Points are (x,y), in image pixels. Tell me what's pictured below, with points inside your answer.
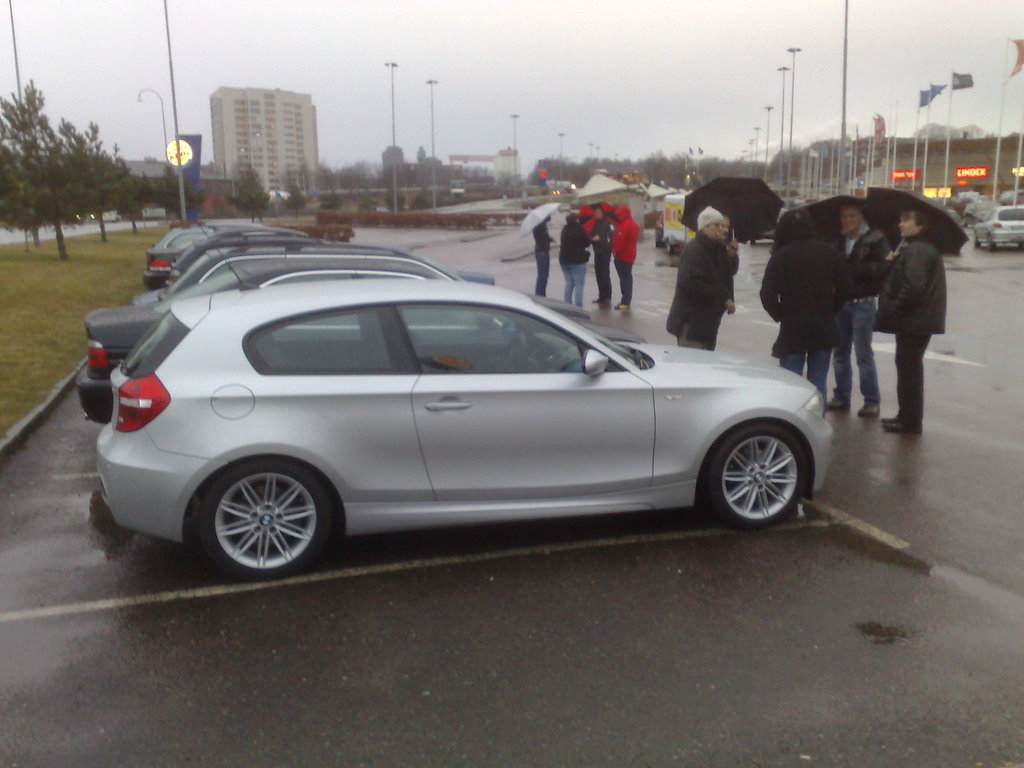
In this picture I can see the road (995,386) in front, on which there are number of cars (955,209) and I see number of people (767,269) who are holding umbrellas (734,227) and on the left side of this image (106,277) I see the grass (82,257) and few trees (146,203). In the middle of this picture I see number of light poles (595,146), trees (808,169), flags (934,96) and the buildings (243,141). In the background (493,91) I see the sky (415,118).
